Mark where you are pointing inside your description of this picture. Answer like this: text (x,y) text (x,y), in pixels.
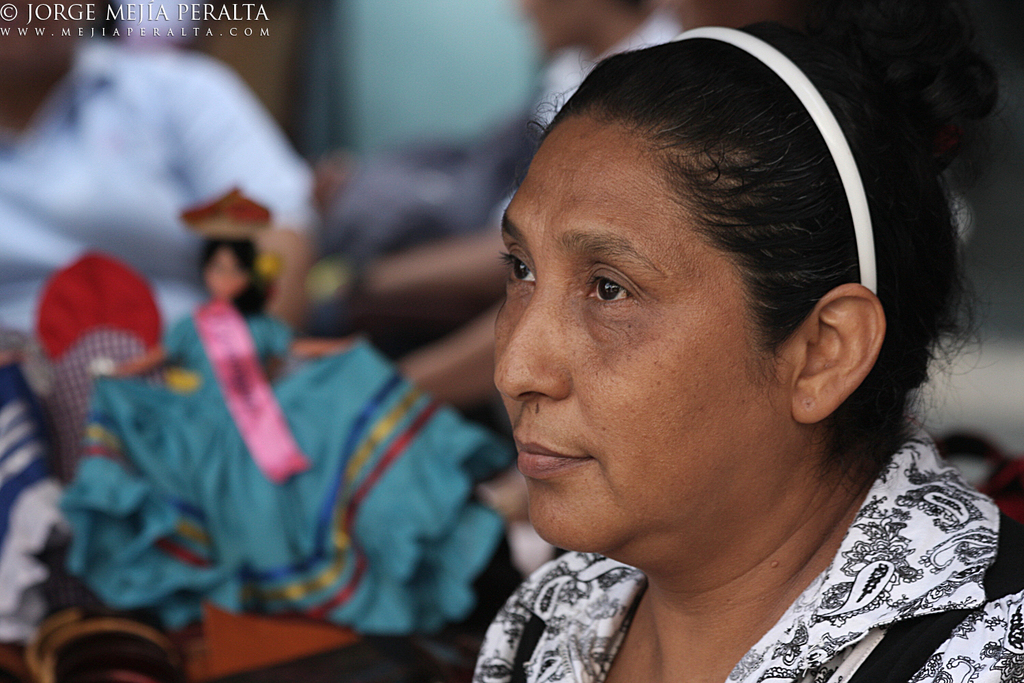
In this image there is a lady (681,555). On the left (195,557) there is a doll (226,495). In the background (145,149) there are people (143,124). At the top (37,30) there is text (119,11).
